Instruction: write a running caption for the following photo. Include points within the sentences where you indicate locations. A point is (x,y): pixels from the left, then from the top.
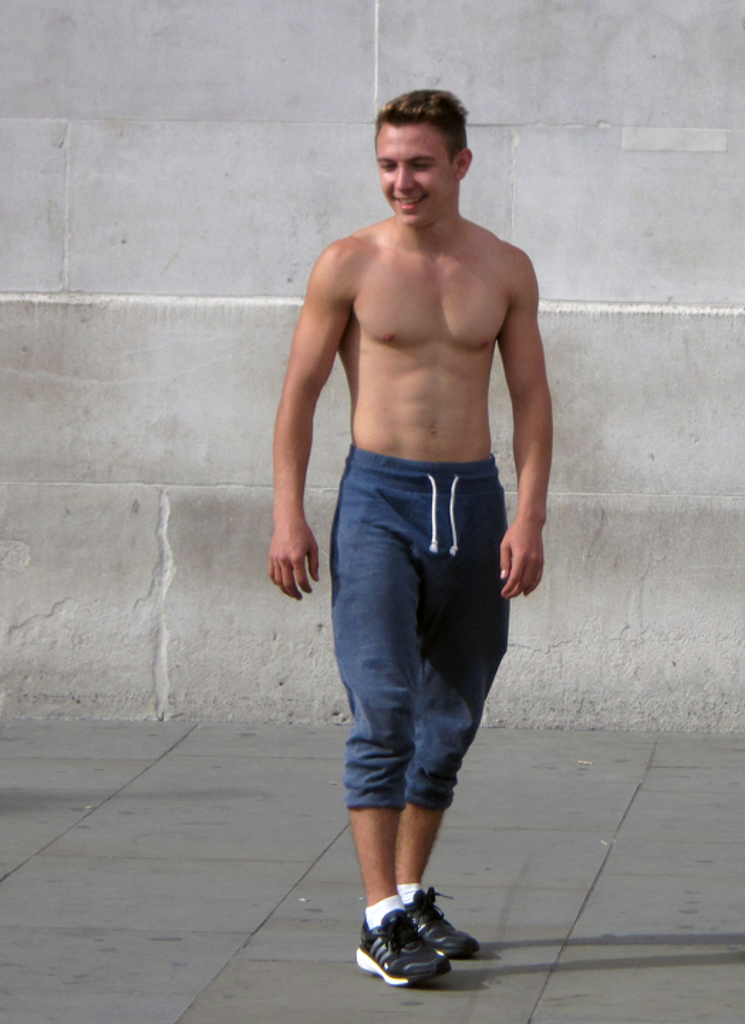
In the center of the image (413,406), we can see a person (384,392) standing and in the background (481,190), there is a wall (617,367) and at the bottom (145,834), there is a floor (427,878).
